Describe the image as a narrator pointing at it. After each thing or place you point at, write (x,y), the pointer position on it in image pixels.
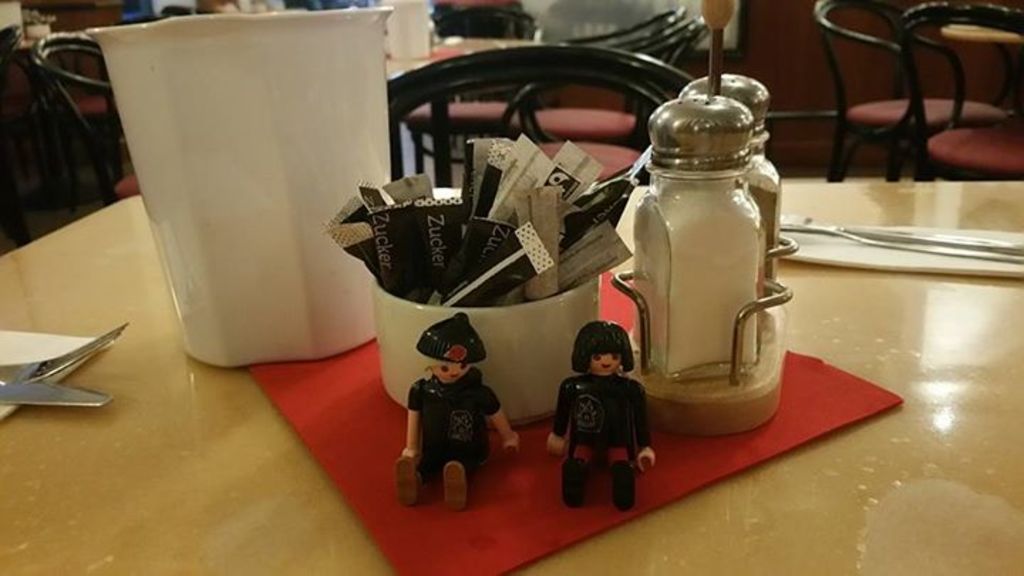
This image consists of chairs (955,51), table (899,323). on that table (174,356) there are two dolls (565,412), one bowl (530,315) and one jar (273,197), a knife (28,386) and fork (82,352) and a cloth (349,384).
